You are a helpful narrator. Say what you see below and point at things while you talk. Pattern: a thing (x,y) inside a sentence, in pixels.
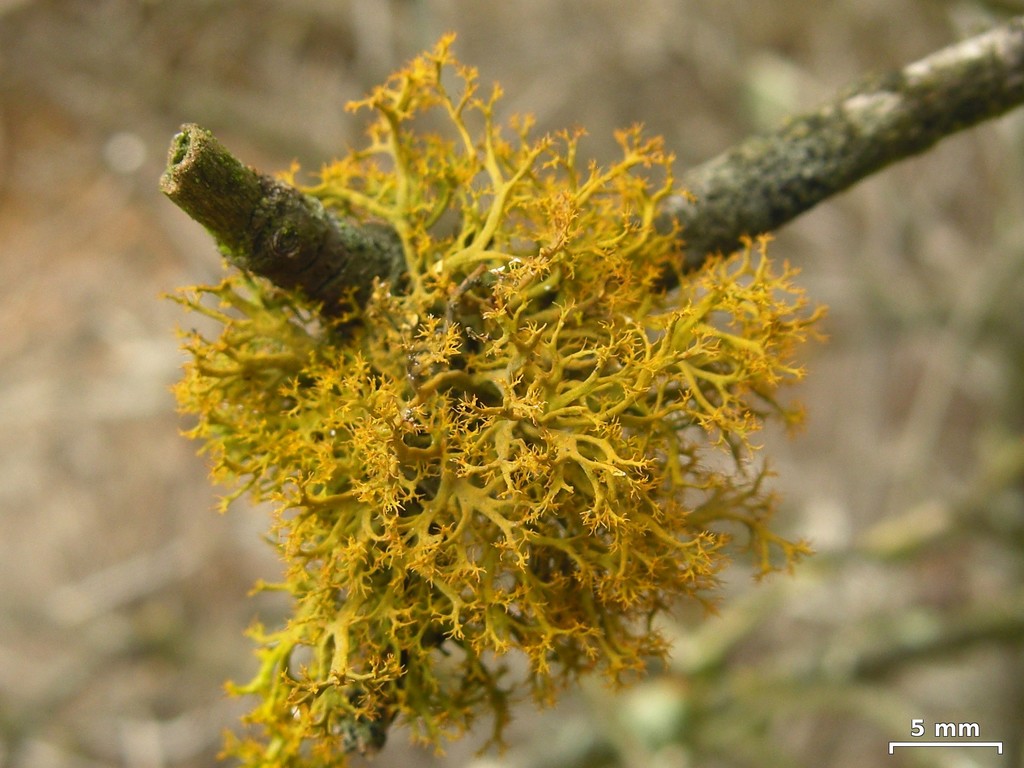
In the center of the image (453,491) we can see one plant (527,389). At the bottom right side of the image (928,727), we can see some text (940,734). In the background (966,707), we can see it is blurred.
